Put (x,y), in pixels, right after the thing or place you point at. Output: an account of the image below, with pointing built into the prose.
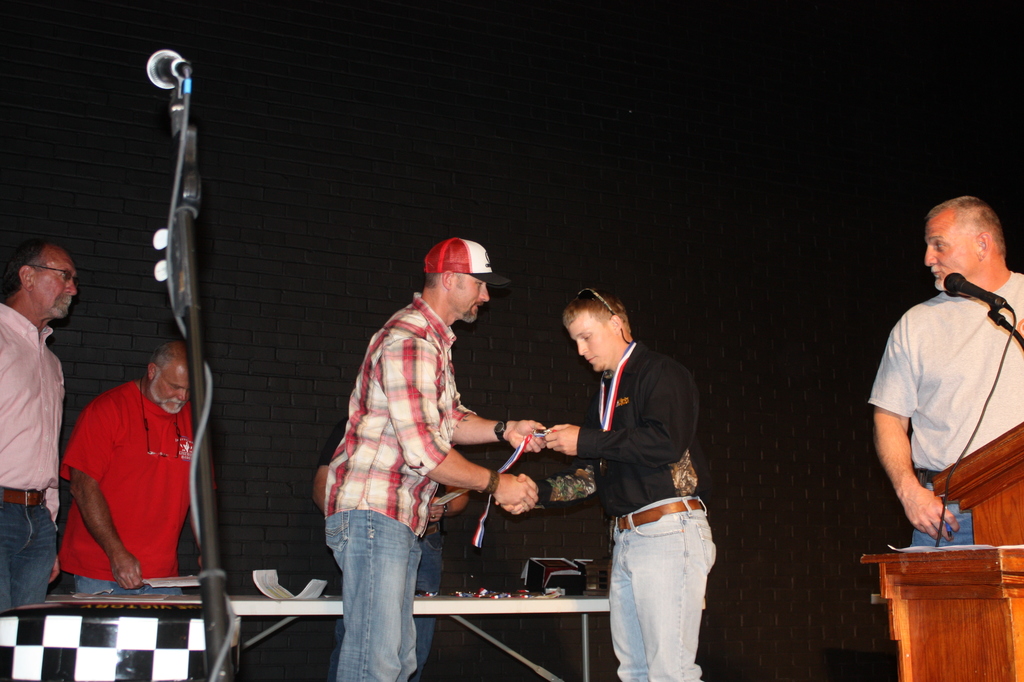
In this image there are group of persons (615,474) who are standing and at the right side of the image (959,348) there is a person (966,337) standing behind wooden block (972,489) on which there is a microphone (974,284) and at the left side of the image (219,632) there is a microphone (219,632) and at the background (647,317) there is a black color brick wall (661,242).
